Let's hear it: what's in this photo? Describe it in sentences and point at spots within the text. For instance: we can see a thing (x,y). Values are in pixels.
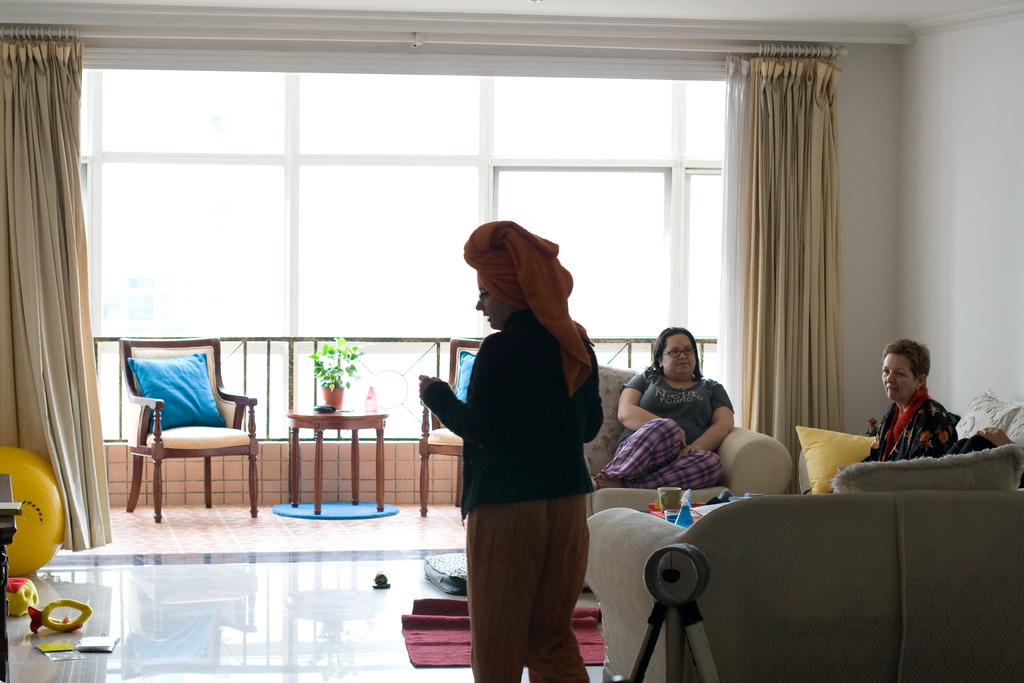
There is a woman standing in the center (586,426). Here we can see two women (723,427) sitting on a sofa (614,648) and they are on the right side (773,466). Here we can see a wooden table (318,455) where a clay pot (342,393) is kept on it. Here we can see two chairs (231,432). This is a glass window (255,196) and this is a curtain (72,248).
